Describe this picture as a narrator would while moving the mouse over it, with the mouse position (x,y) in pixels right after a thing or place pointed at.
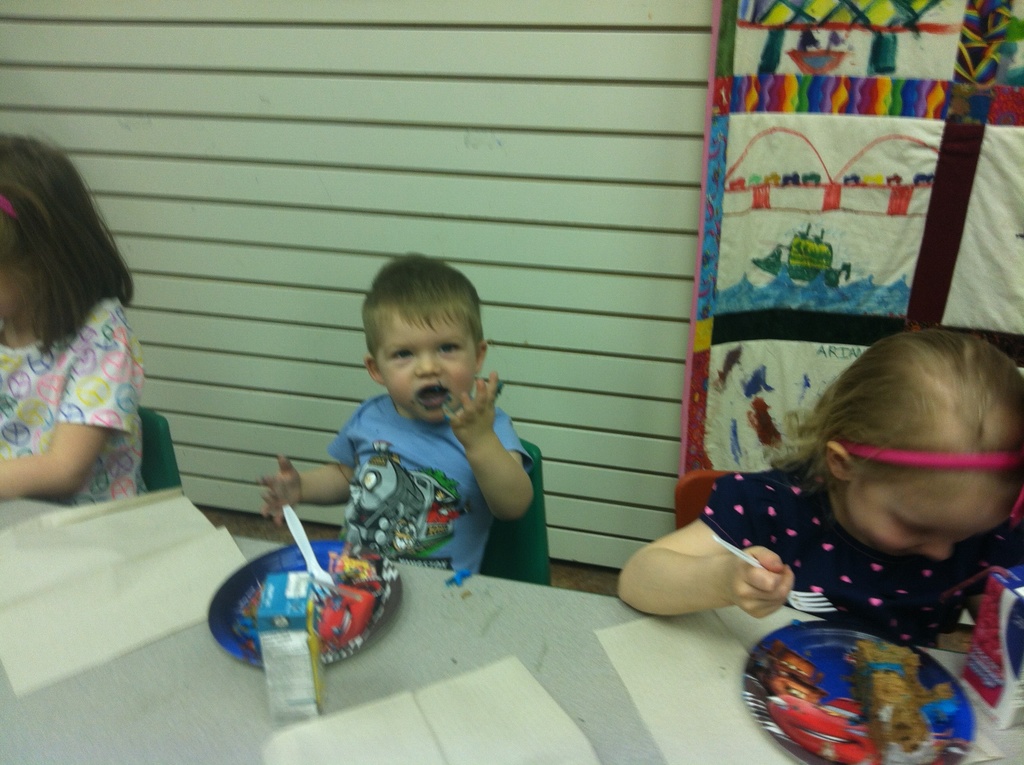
In this image I can see few children (484,419) are sitting in front of the table (457,646) and on the table (434,671) I can see few plates (336,609) with food items (873,692) in them. I can see the wall (484,114) and a colorful object (885,157) in the background (856,121).
